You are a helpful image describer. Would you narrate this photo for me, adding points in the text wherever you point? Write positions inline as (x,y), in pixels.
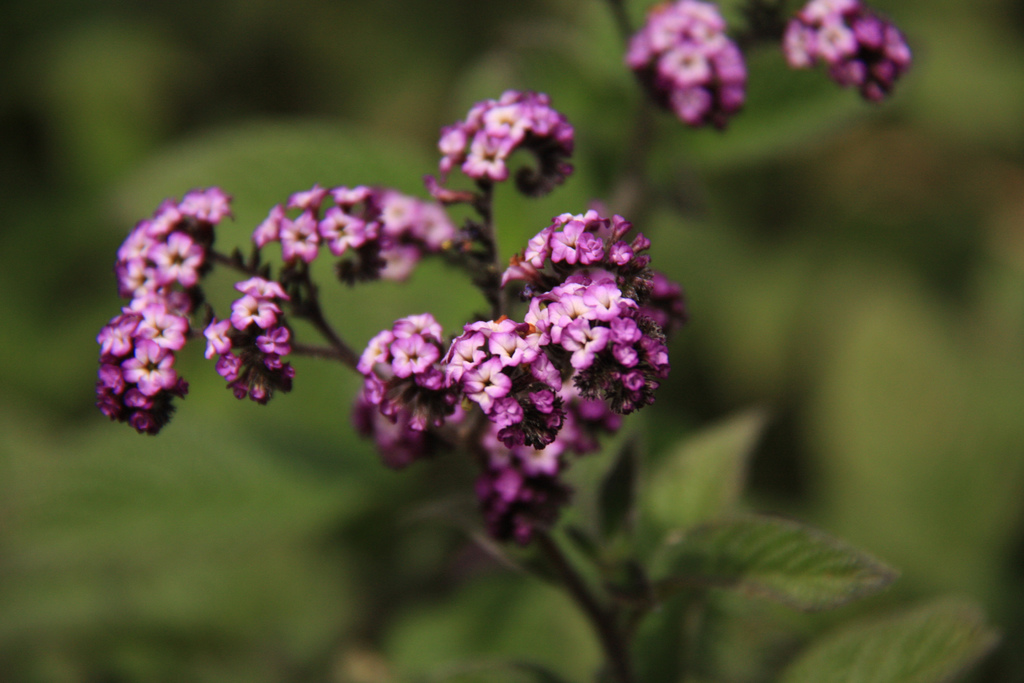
In this image I see flowers (546,111) which are of white and purple in color and I see the green leaves (675,482) over here and I see that it is totally green in the background (800,124).
